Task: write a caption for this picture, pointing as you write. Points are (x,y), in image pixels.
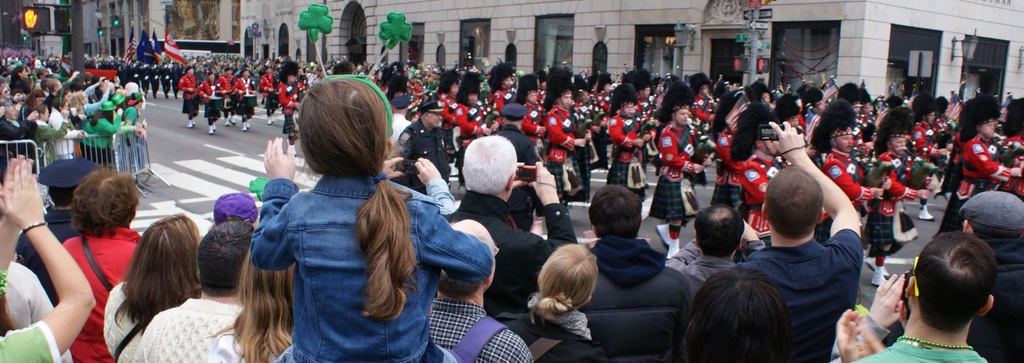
In this image we can see people (25,215) are standing, cheering and clicking pictures at the bottom of the image (396,309). In the middle of the image (678,147), we can see so many people (927,130) are walking on the road (242,144) and they are wearing red color uniform (553,117) and playing musical instrument (922,164). At the top of the image (568,10), there are buildings (480,21) and poles (757,41).
